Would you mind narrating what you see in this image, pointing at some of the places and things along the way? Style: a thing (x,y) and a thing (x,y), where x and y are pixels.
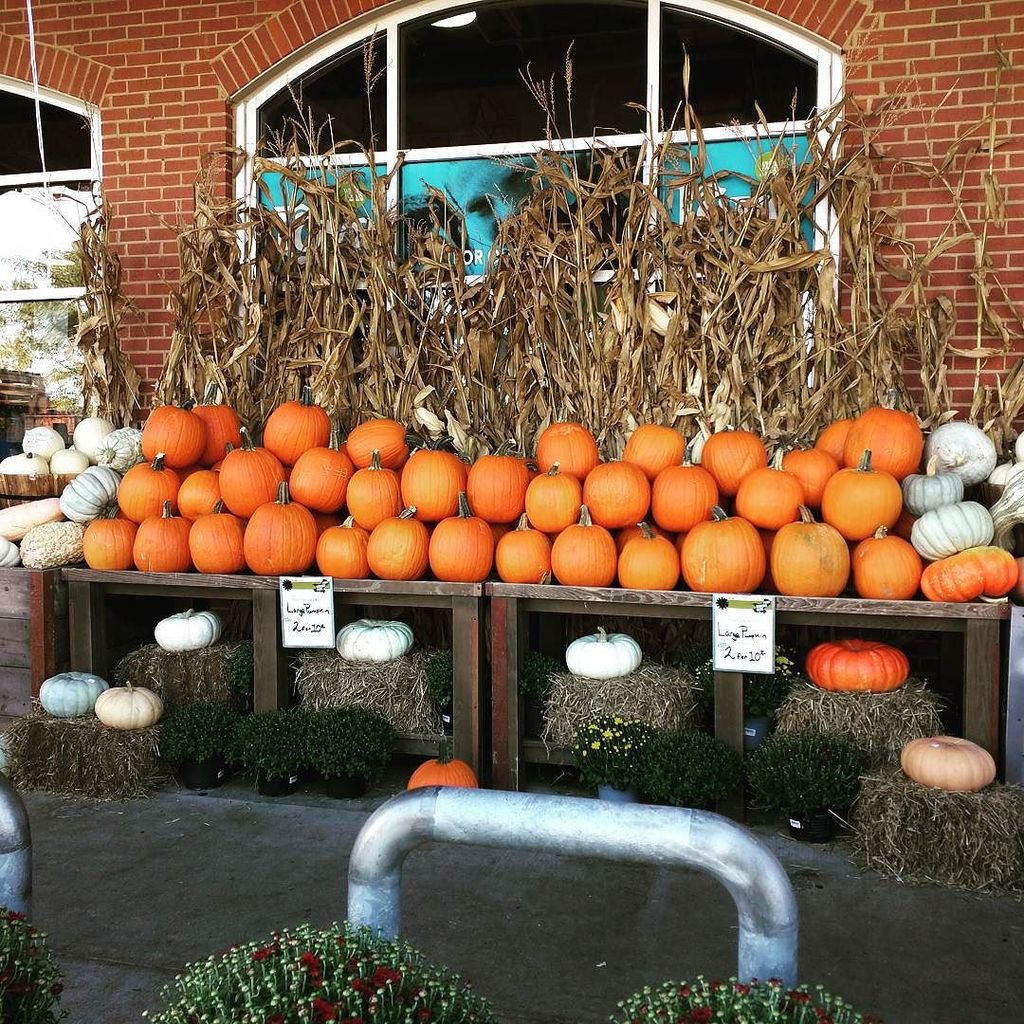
In this image I can see number of pumpkins (759,553), two white colour boards (294,645) and on it I can see something is written. On the bottom side of the image (123,905) I can see a path (991,941) and on the both sides of the path (442,921) I can see few plants (781,1015). In the front of the image (377,851) I can see two iron poles (370,864). In the background (339,275) I can see number of dry leaves (489,322), a building (131,328) and two windows (342,155). On the top side of the image (457,18) I can see a light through the window (415,51).
